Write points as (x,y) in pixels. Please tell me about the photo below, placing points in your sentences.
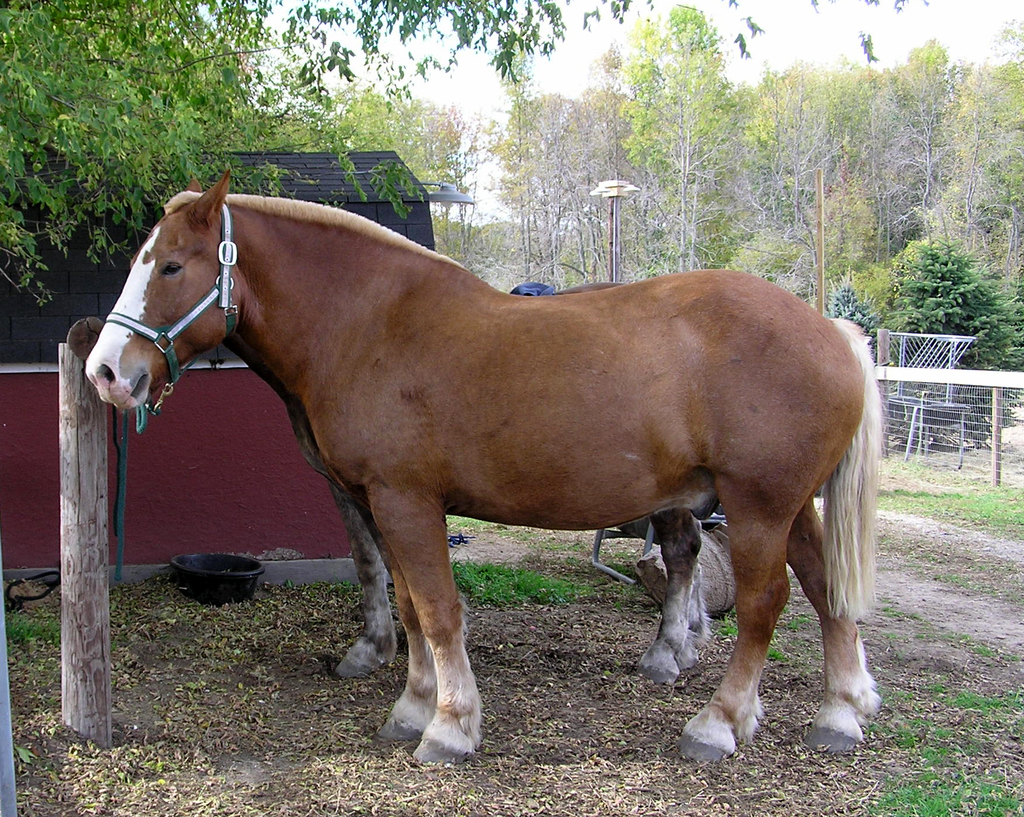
In this image I can see the ground (529,811), few leaves (523,809) on the ground (311,781), a wooden pole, a plastic bowl (231,599) and a horse (526,441) which is brown and cream in color. In the background (381,186) I can see another animal (666,597), the house (339,199) which is black in color, few trees (351,167), the fencing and the sky (620,37).
